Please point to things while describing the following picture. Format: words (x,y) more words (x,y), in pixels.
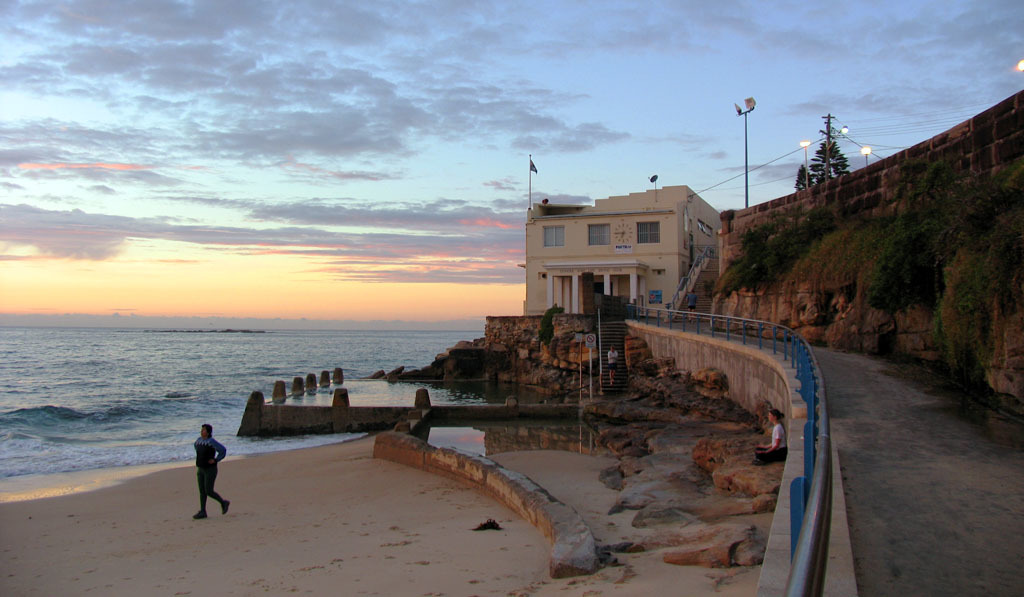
In this image there is the sky (346,105) truncated towards the top of the image (573,46), there are clouds (329,136) in the sky (344,181), there is sea (86,369) truncated towards the left of the image (62,372), there is a building (647,246), there are windows (651,228), there are pillars (573,282), there are stairs (617,330), there is a pole (529,186), there is a flag (532,170), there are persons (608,380), there is a wall (895,196) truncated towards the right of the image (876,252), there are plants (838,257) on the wall (849,237), there are lights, there is a tree (823,173), there is a light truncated towards the right of the image (1020,60), there are rocks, there is a person (211,457) walking, there is a person (778,426) sitting, there is sand (440,556) truncated towards the bottom of the image (229,566).
